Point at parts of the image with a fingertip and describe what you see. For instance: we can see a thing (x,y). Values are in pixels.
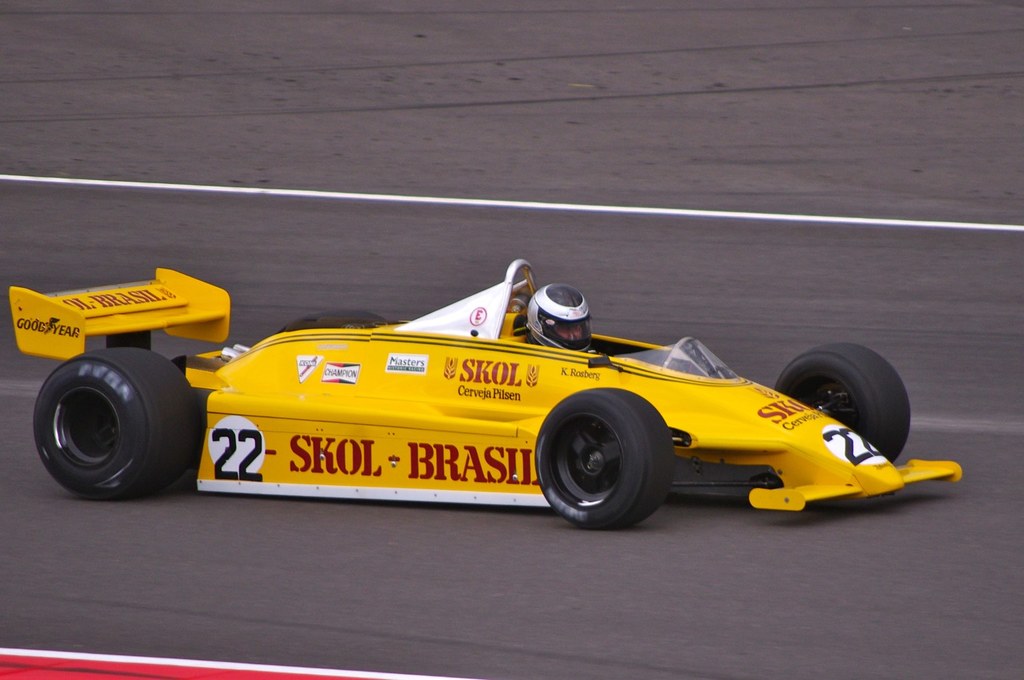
In this image we can see a vehicle (421,403) and a person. In the background of the image (488,283) there is a road (598,315). At the bottom of the image (84,670) there is an object (231,670).
